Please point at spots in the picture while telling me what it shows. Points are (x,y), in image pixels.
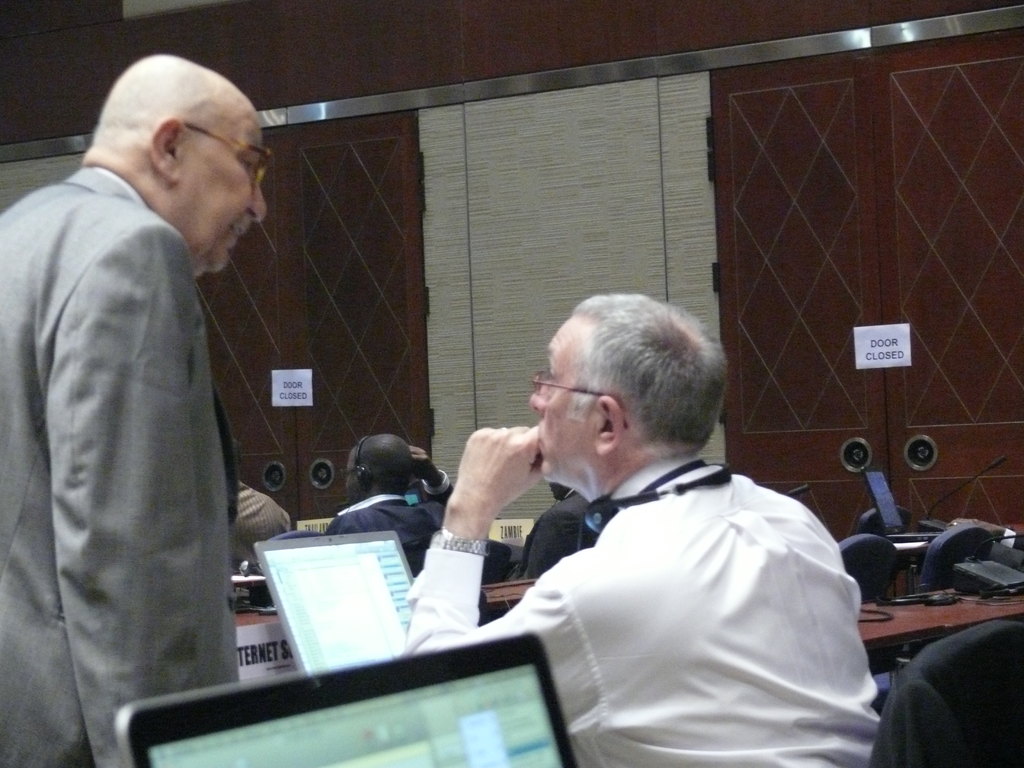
Here in this picture we can see some people (527,547) are sitting on chairs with table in front of them having laptops (387,580) on it and on the left side (72,275) we can see a man (71,260) standing and speaking to another man (582,410) and we can also see some papers (304,397) pasted on the wall (888,368) and we can see both the men (647,468) in the front (654,475) are wearing spectacles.
